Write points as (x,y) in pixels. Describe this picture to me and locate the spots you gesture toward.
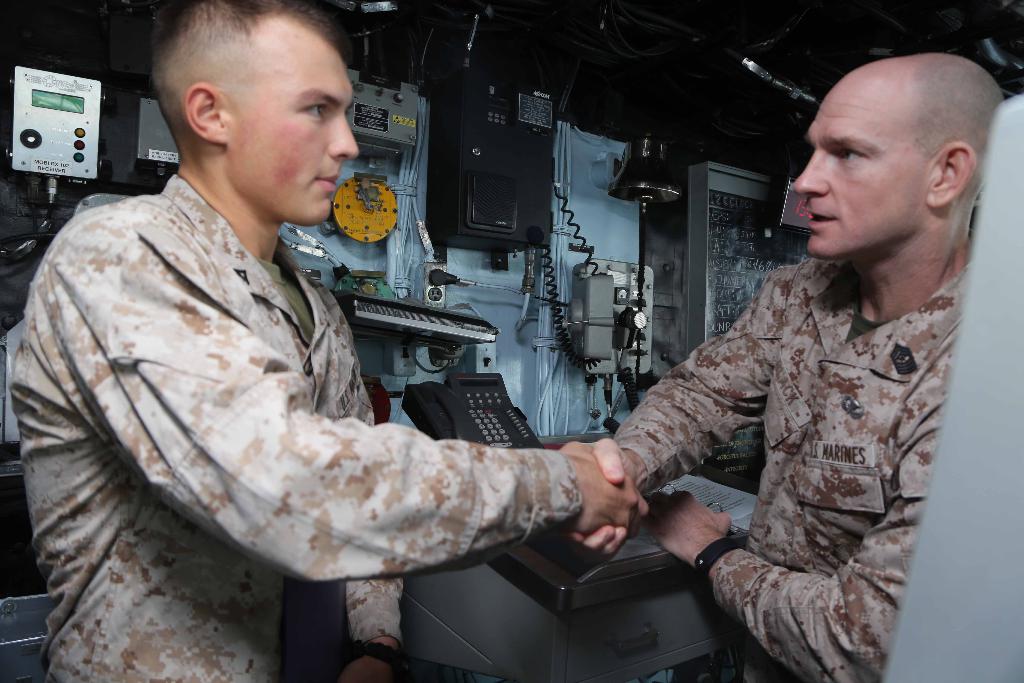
In this picture I can see two men (280,420) are giving shake hands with each other. These men (284,419) are wearing uniforms (345,578). In the background (517,333) I can see telephone (499,379) and other machines (474,322) attached to the wall (447,305).
